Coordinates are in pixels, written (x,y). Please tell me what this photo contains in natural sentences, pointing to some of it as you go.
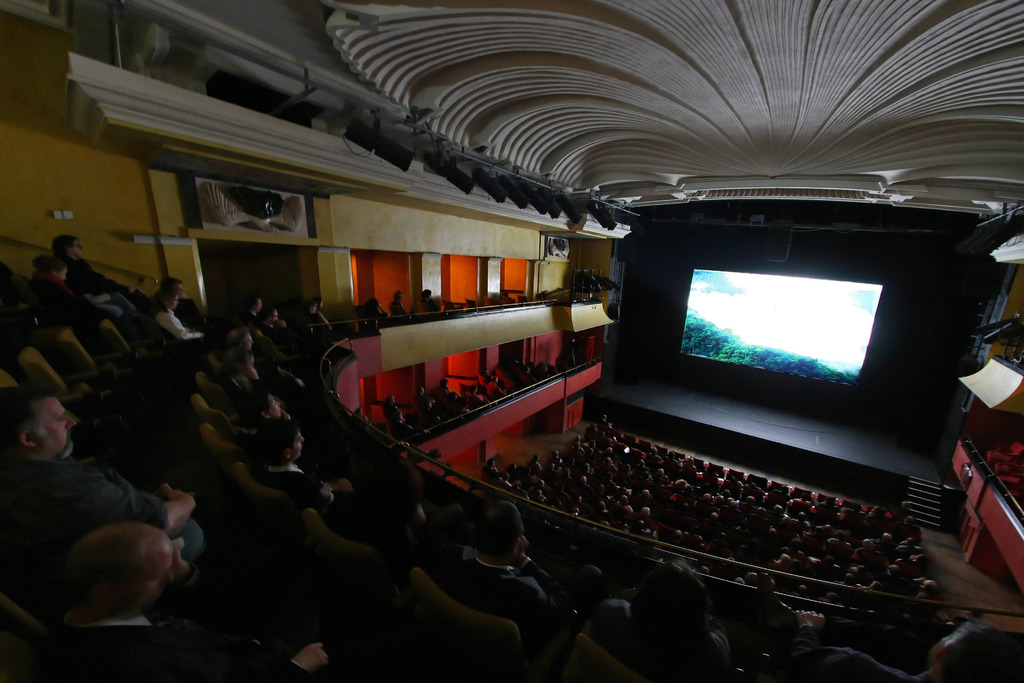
This picture looks like a theater (270,173) and I can see many people (142,666) are seated in the chairs (2,668) and I can see screen (785,338).
